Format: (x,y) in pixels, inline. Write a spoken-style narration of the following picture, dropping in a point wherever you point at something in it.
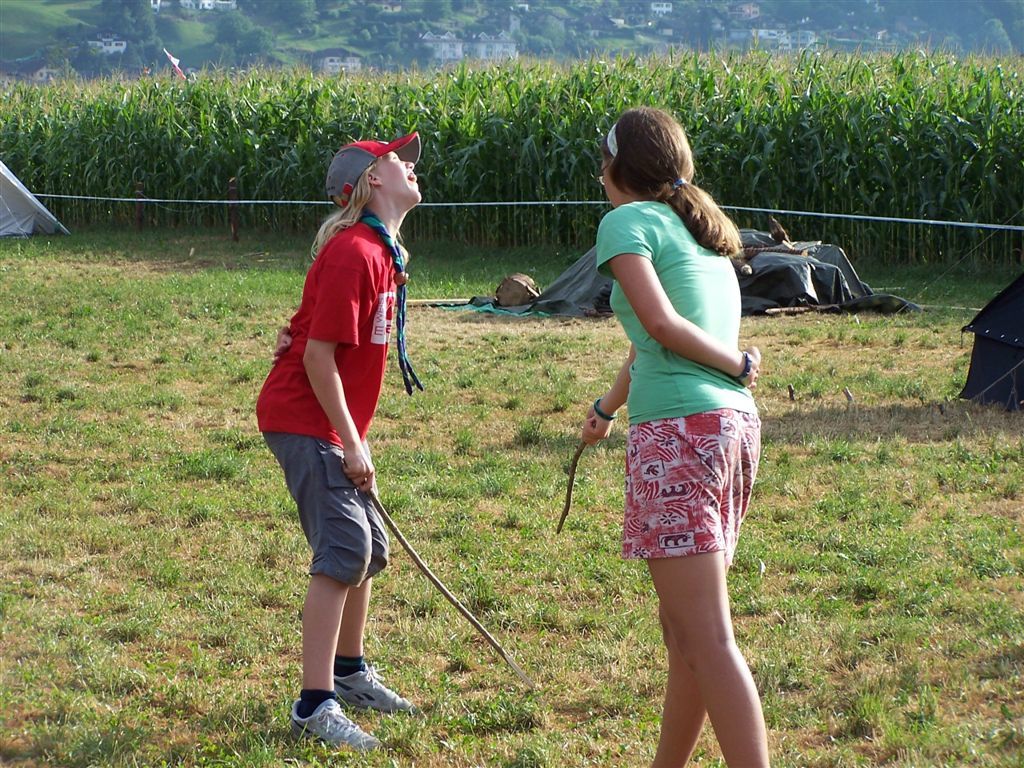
In this picture we can see two girls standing on the ground (198,312) and in the background (147,175) we can see trees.
